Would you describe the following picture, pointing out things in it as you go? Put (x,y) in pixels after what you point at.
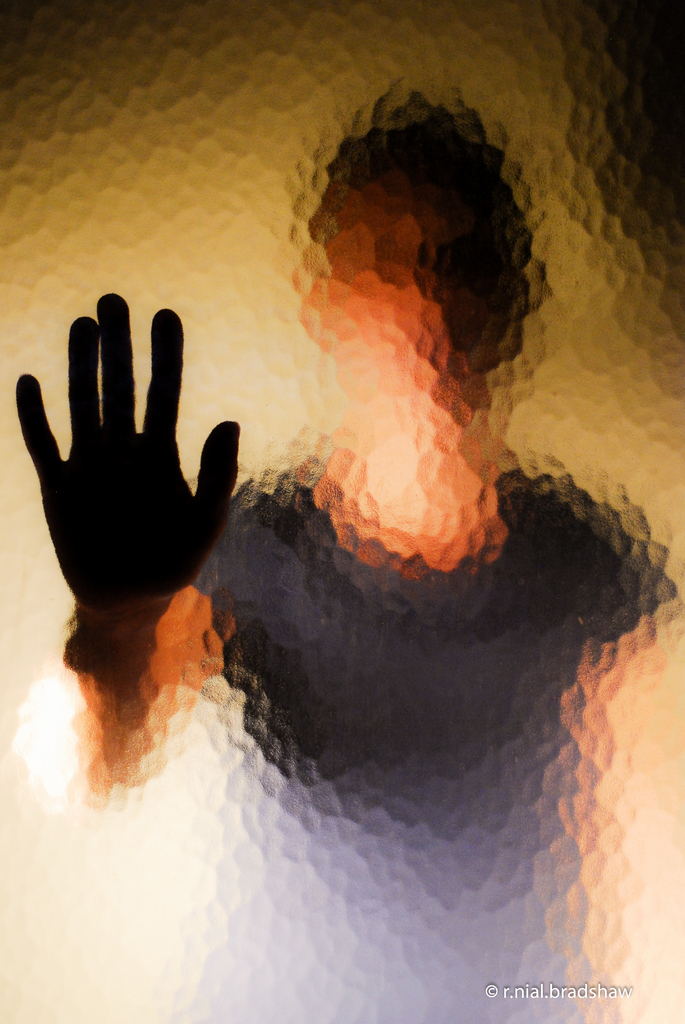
In this picture we can see a blur image of a person (296,752).
